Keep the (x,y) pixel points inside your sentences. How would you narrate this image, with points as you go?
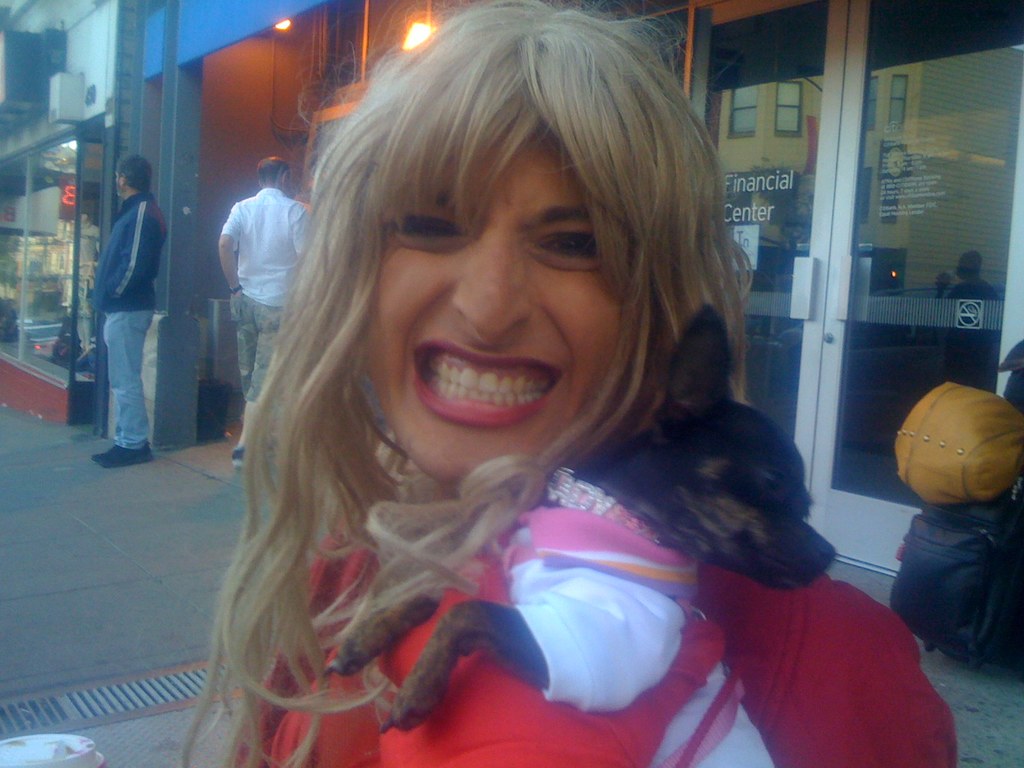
In this picture we can see a woman (537,754) smiling and holding a dog (619,616) with her hand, bags (928,549), two men (221,249) on a path (98,480), lights (417,17), glass doors (851,160), windows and some objects (72,188).
